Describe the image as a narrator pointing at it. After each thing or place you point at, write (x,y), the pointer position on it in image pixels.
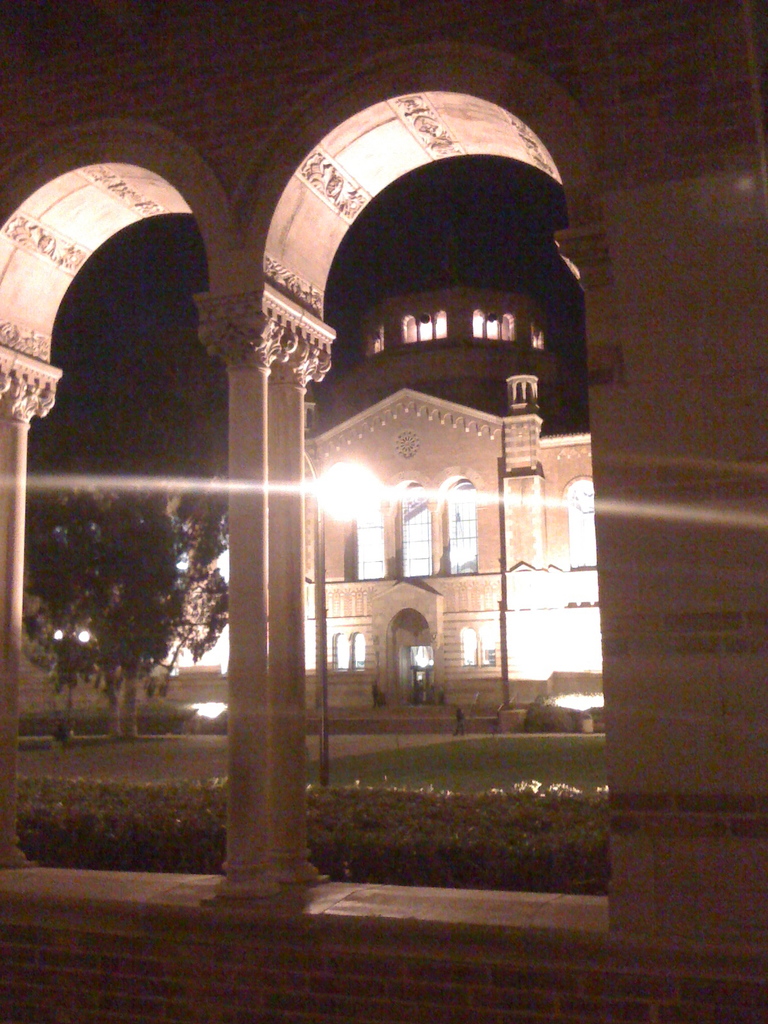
In this image I can see plants (409,836), buildings (407,682), pillars (294,790), windows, lights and trees (146,515). This image is taken may be during night.
